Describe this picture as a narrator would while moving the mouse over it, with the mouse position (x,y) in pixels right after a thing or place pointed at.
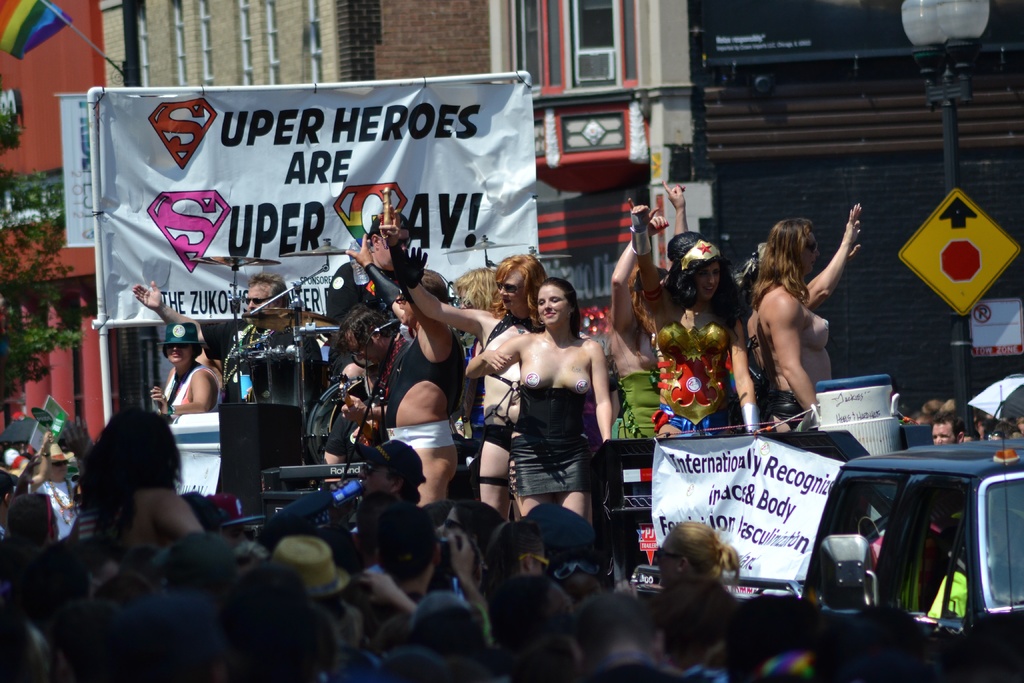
In this picture I can see few people (242,512) standing on the ground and few (432,360) are standing on the vehicles (641,549). I can see couple banners (705,441) with some text (748,501) and a pole light (944,157) with a sign board (936,256) on the right side of the picture (951,253). I can see buildings (359,31), a flag (21,36) and a tree (19,202) in the background (37,11).
